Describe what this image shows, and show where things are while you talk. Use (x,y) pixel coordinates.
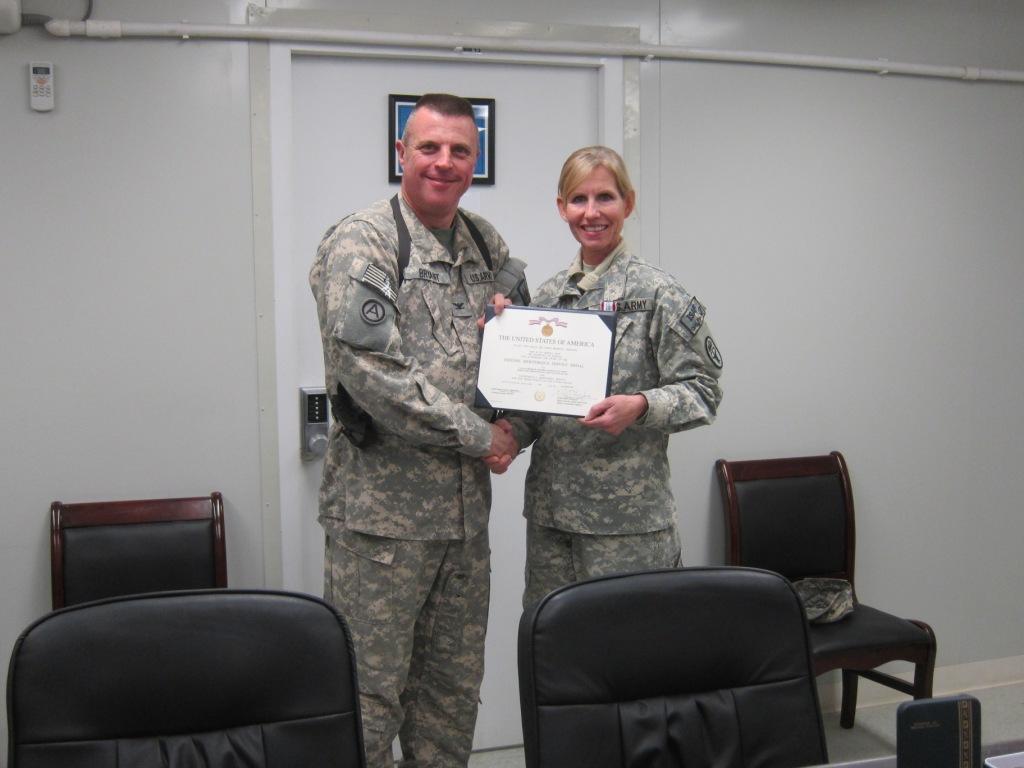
In this picture we can see man (468,273) and woman (640,416) standing and smiling and holding certificate (530,311) with their hands (495,441) and beside to them we have chairs (809,477), wall (219,368), pipe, frame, remote (51,83).
